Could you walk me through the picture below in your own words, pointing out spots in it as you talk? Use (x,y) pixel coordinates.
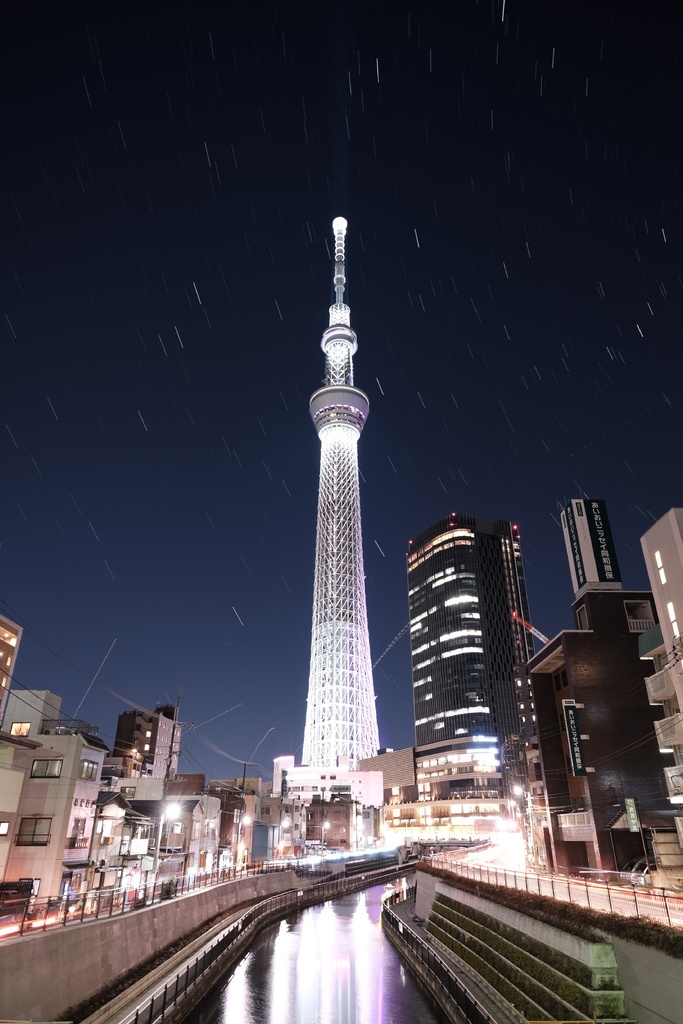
In this picture I can see water (285,950), there are lights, poles (160,820), there are buildings (334,770), there is a tower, and there is dark background (318,184).
